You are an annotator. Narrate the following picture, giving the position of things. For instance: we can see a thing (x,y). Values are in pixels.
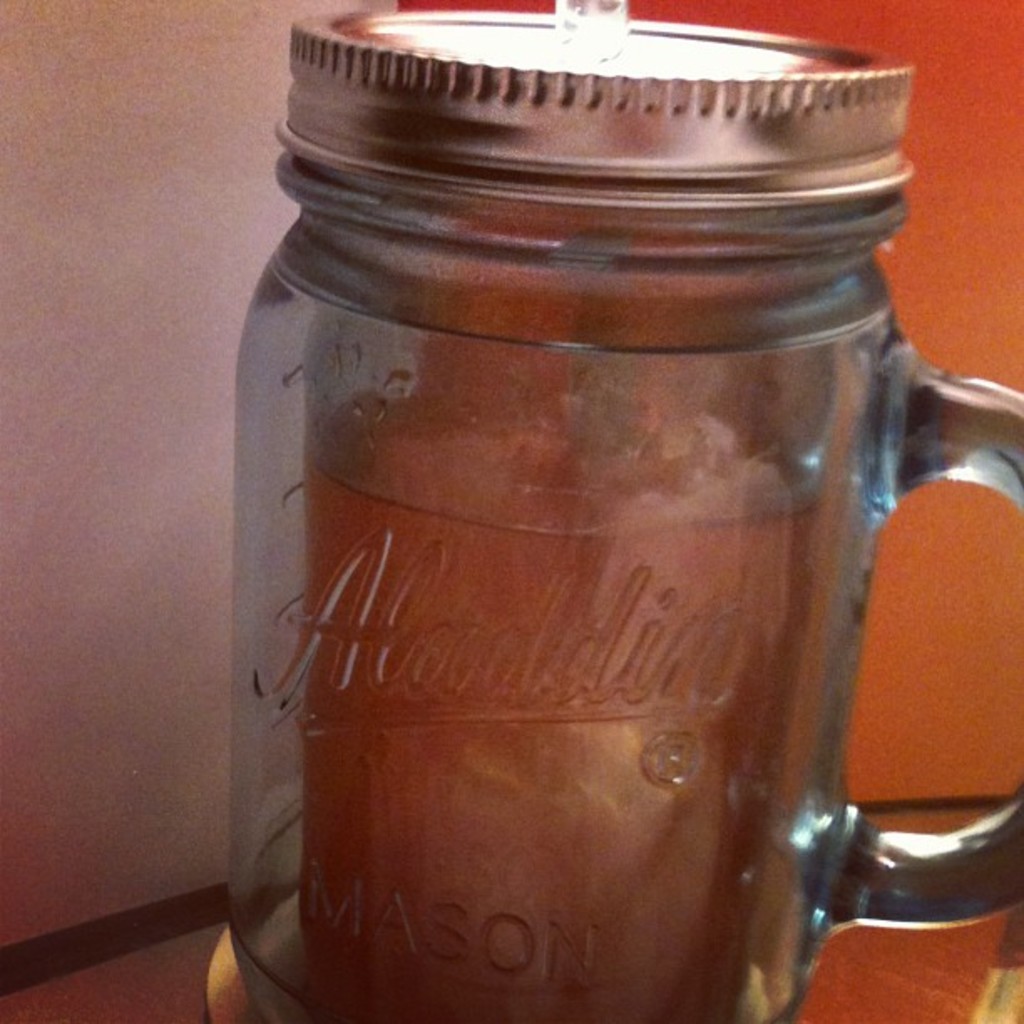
In this image I can see a glass jar (540,636) with a metal lid (578,101) which is ash in color. I can see the white and orange colored surface (978,155) in the background (254,171).
